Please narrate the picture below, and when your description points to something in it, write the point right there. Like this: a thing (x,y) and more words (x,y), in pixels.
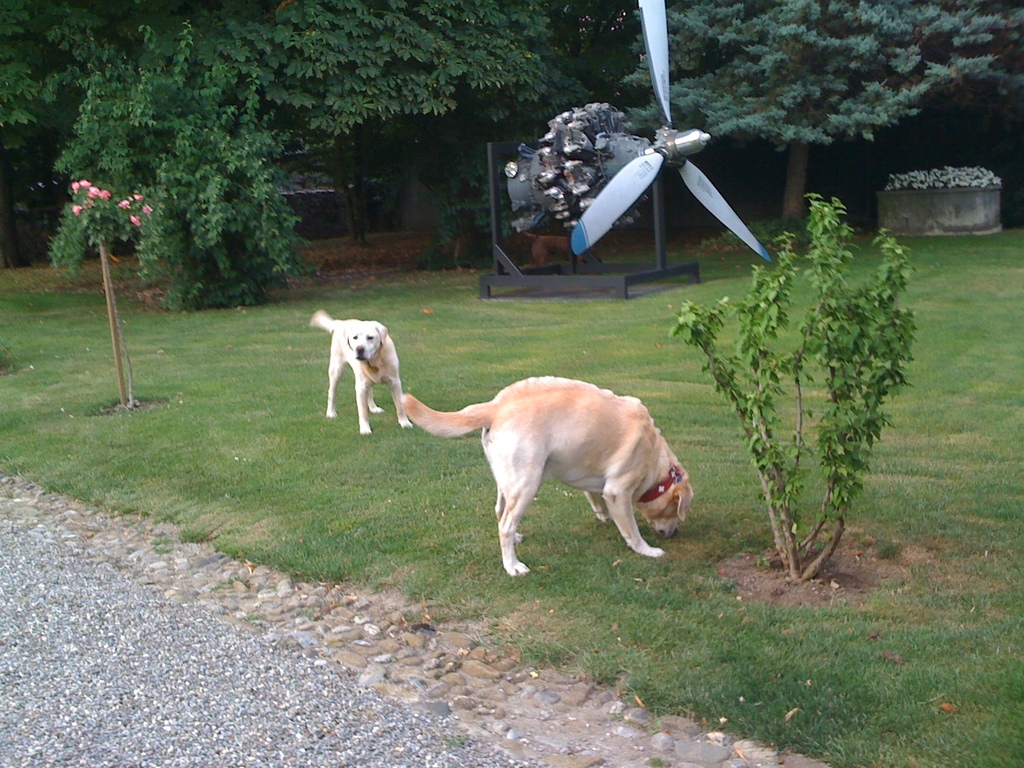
In this image there are two dogs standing on the grass (498,549), and in the background (787,8) there is a propeller (645,163) with an engine (596,162), trees (1,79), plants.
